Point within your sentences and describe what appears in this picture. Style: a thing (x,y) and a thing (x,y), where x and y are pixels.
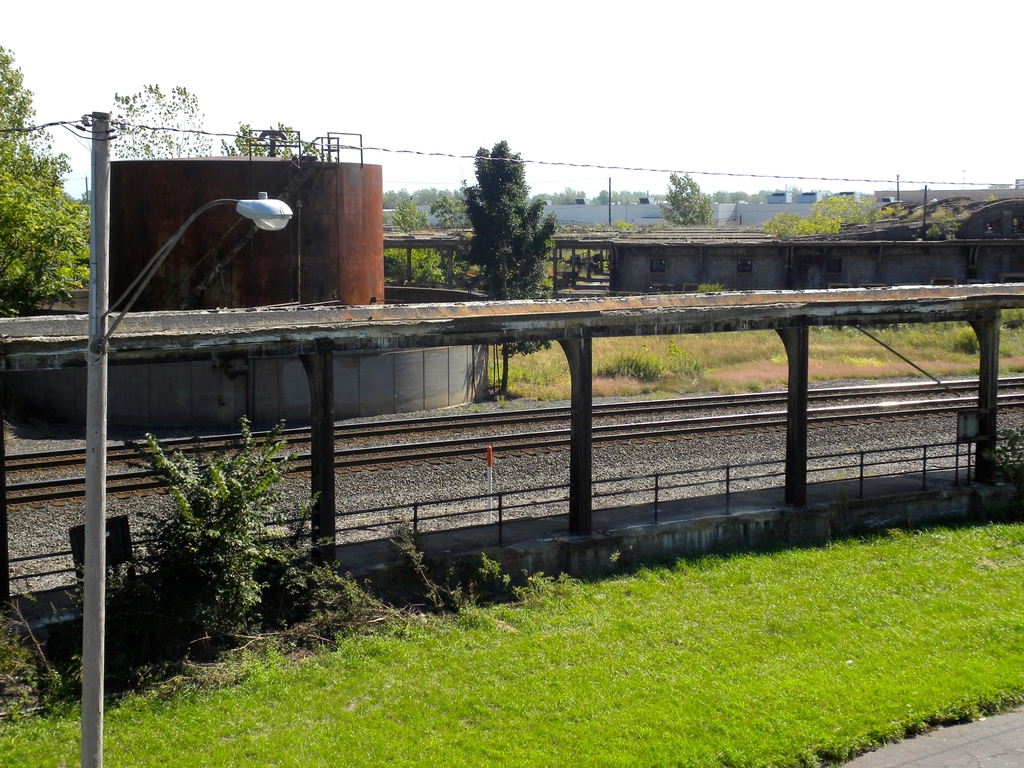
In this image we can see the railway tracks (557,445). Image also consists of electrical poles (96,173) with wires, trees (490,229), buildings (768,257) and we can also see the roof (546,330) for shelter (847,312). At the top (547,65) there is sky (496,67) and at the bottom (804,717) there is grass (648,621).
